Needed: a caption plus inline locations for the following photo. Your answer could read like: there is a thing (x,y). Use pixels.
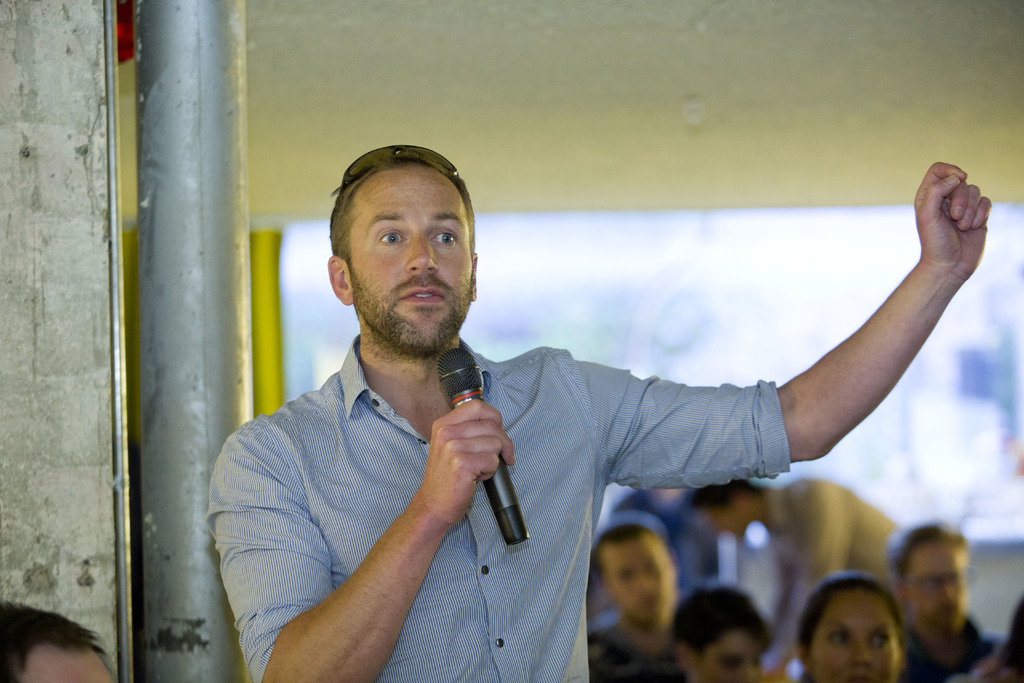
In this picture there is a person (423,595) wearing blue shirt (554,580) is standing and speaking in front of a mic (457,367) and there is a pole (200,371) behind him and there are few other persons (845,563) in the background (758,575) and there is another person (75,639) in the left bottom corner (25,636).
